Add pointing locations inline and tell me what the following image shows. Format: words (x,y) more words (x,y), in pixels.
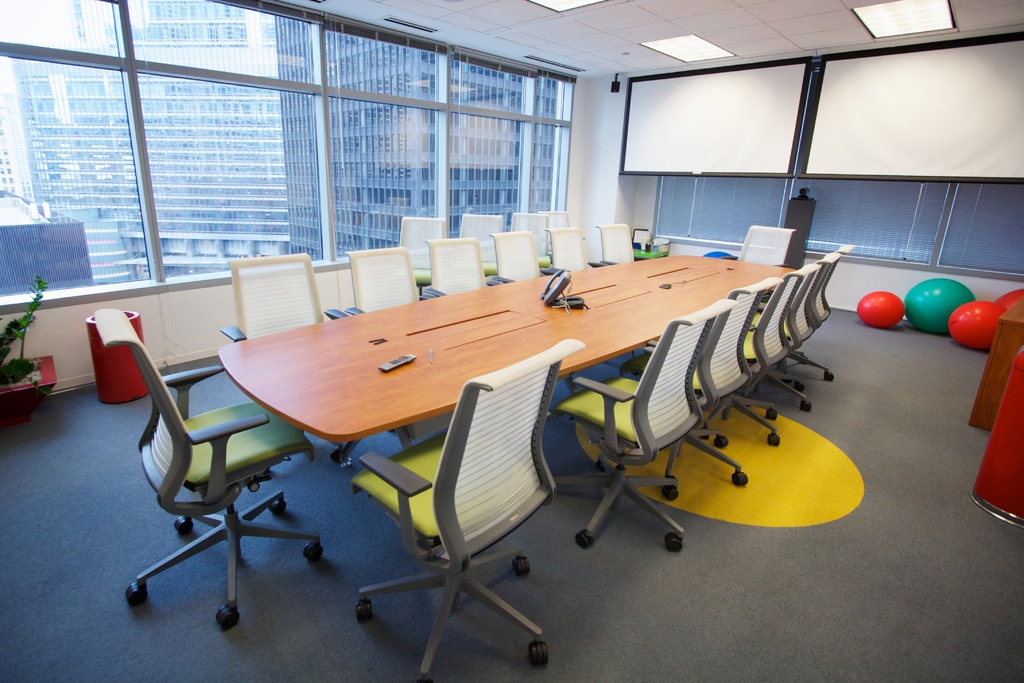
In the center of the image (514,339) there is a table (475,310). On the table (608,310) we can see telephone (567,312), remote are present, beside that chairs (661,430) are there. In the background of the image (958,136) we can see the window (473,127), boards (711,104) are present. On the right side of the image (964,327) exercise ball (942,317) are there. At the bottom of the image (813,635) floor (835,621) is there. On the left side of the image (14,370) plants (5,379) is there. At the top of the image (542,32) roof (593,5) and lights (684,37) are present.
